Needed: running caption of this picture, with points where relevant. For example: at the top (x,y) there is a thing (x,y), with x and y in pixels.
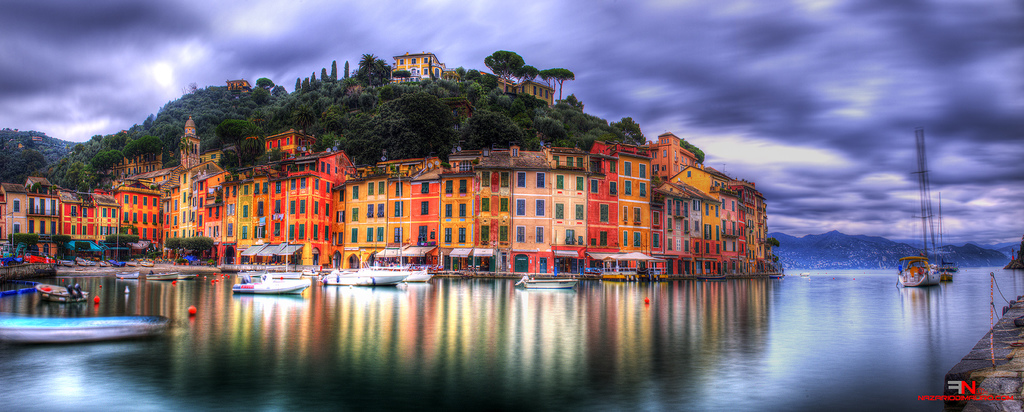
This picture consists of palace (619,168), on the top of palace (649,168) I can see trees (309,123) and bushes (372,101) and the building (410,78) and the sky (51,46) is cloudy at the top (134,38), in the middle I can see lake (779,305) and I can see some boats (105,331) visible on lake (648,335).
